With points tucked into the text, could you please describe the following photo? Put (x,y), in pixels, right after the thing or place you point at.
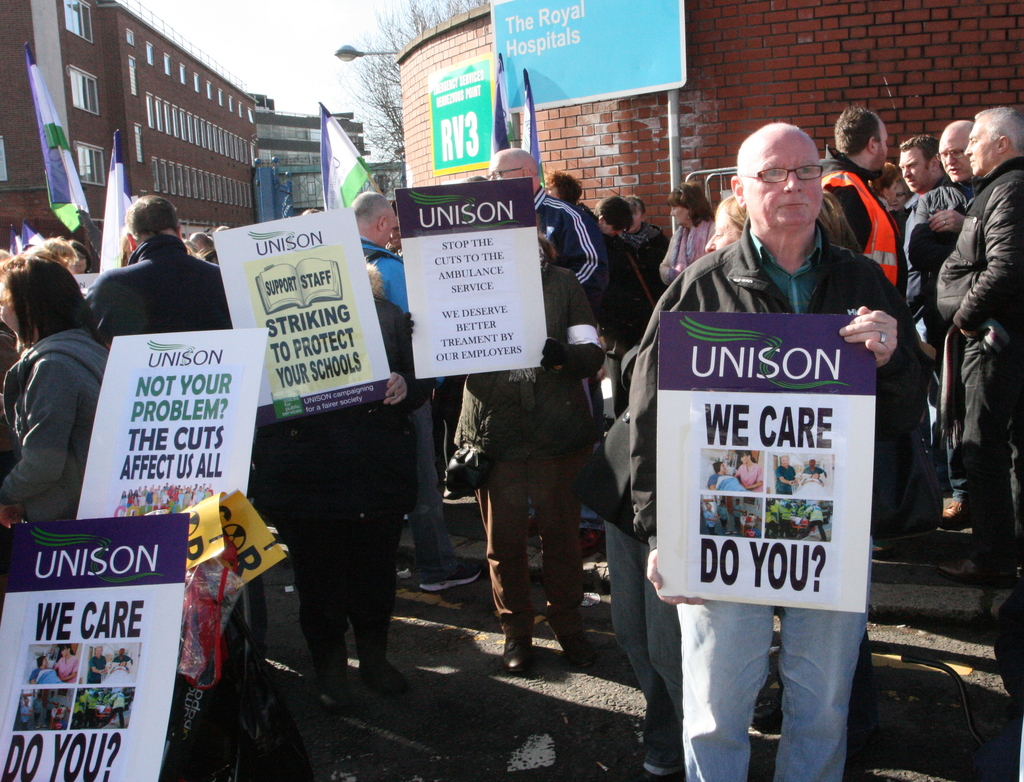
In the middle of the image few people (131,239) are standing and holding banners (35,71). Behind them there are some buildings (51,66) and sign boards (604,16) and poles (345,50) and trees (462,2). At the top of the image (325,51) there is sky (158,14).
